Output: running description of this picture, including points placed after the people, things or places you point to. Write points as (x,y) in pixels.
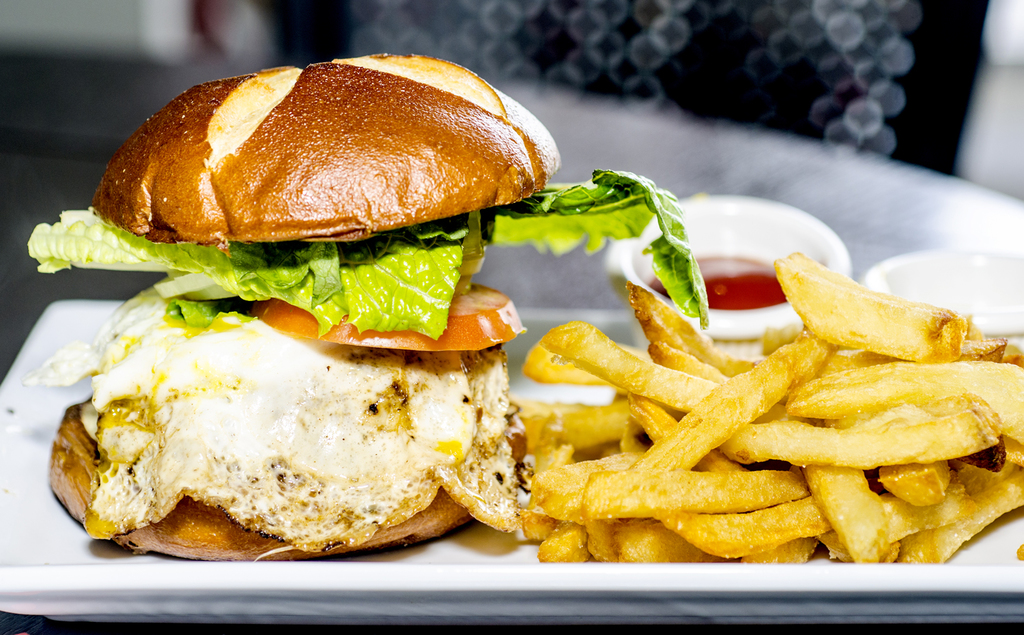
In this image we can see some food items (611,358) in the plate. Behind the food items (797,361) there are bowls (726,243) with sauce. The background of the image (921,89) is blur.
